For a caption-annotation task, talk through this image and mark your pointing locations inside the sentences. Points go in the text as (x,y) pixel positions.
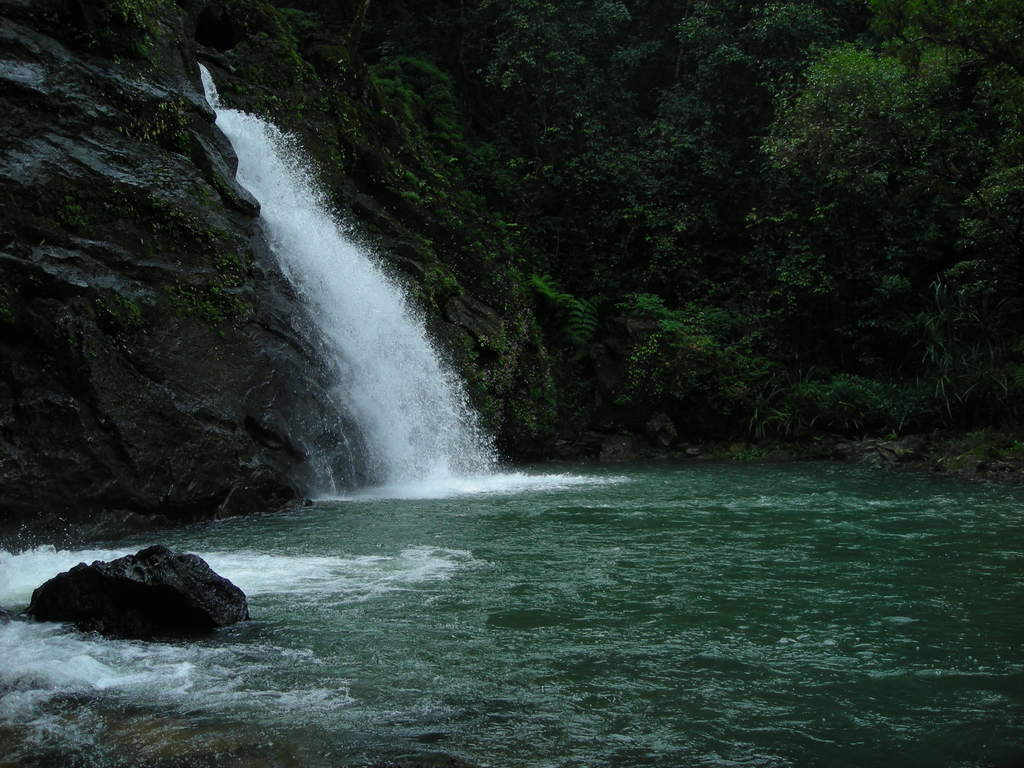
In the picture we can see a water fall (212,91) from the rock hill (144,507) and besides we can see trees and plants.
